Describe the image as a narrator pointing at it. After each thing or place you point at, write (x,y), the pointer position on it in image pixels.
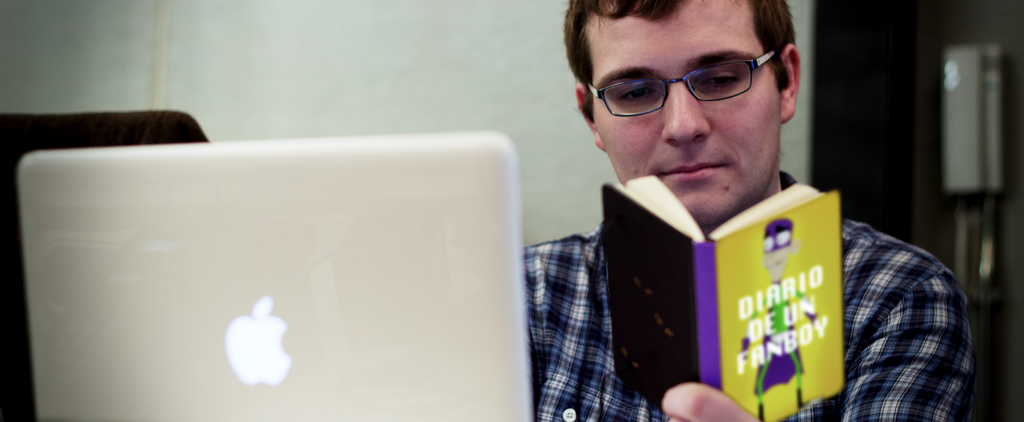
In picture I can see a man (713,414) is holding a book (765,351) in the hand (711,396). The man (696,67) is wearing a shirt (605,360) and spectacles (655,87). On the left side of the image (238,236) I can see a laptop (278,273) which has a logo (251,339) on it and the laptop (236,269) is white in color. The background of the image (379,87) is blurred. In the background (356,77) I can see a white color wall (292,74).
